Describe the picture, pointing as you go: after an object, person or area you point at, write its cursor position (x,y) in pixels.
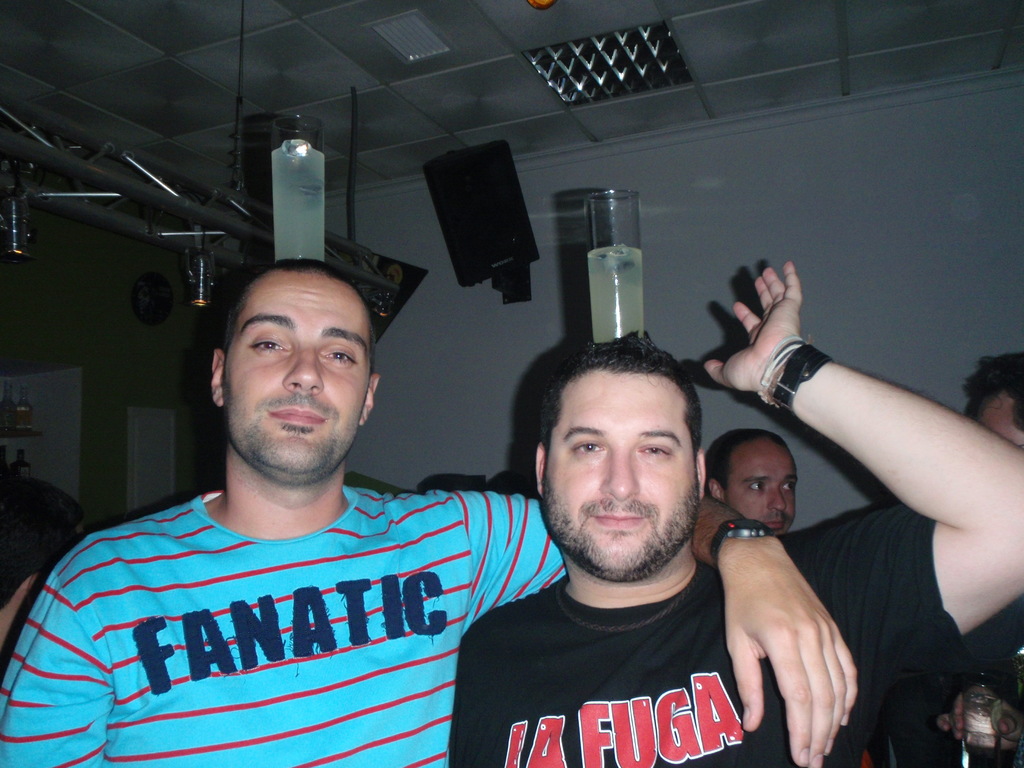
In the image there are two men (424,501) standing. There are glasses (310,143) with liquids (282,214) on their heads (576,421). Behind them there are few people (962,652) standing. There is a wall (952,240) with speaker (450,191) and there are rods (149,222). At the top of the image (214,118) there is a ceiling (463,69) with lights (637,64). On the left side of the image (25,433) there is a cupboard (19,448) with bottles (21,474).
